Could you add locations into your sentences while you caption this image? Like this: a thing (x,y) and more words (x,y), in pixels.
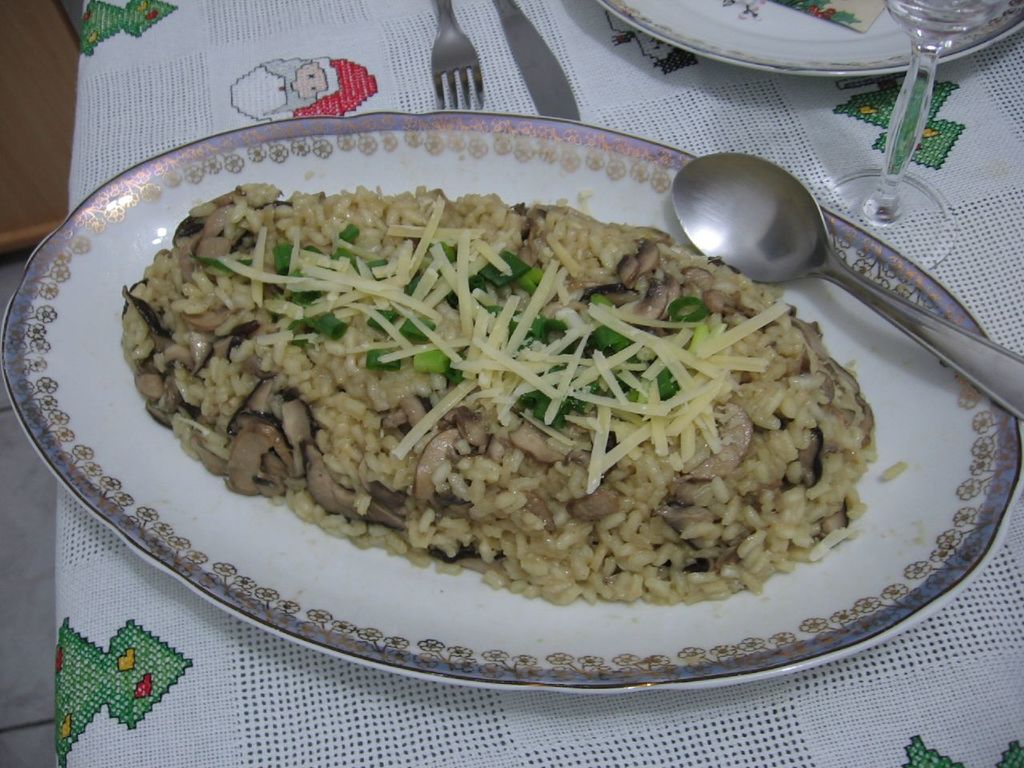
In this image I can see food (226,387) in plate (656,210) and a spoon (732,162) here. I can also see one more plate (896,29), a glass (901,10) and a fork (457,48).
